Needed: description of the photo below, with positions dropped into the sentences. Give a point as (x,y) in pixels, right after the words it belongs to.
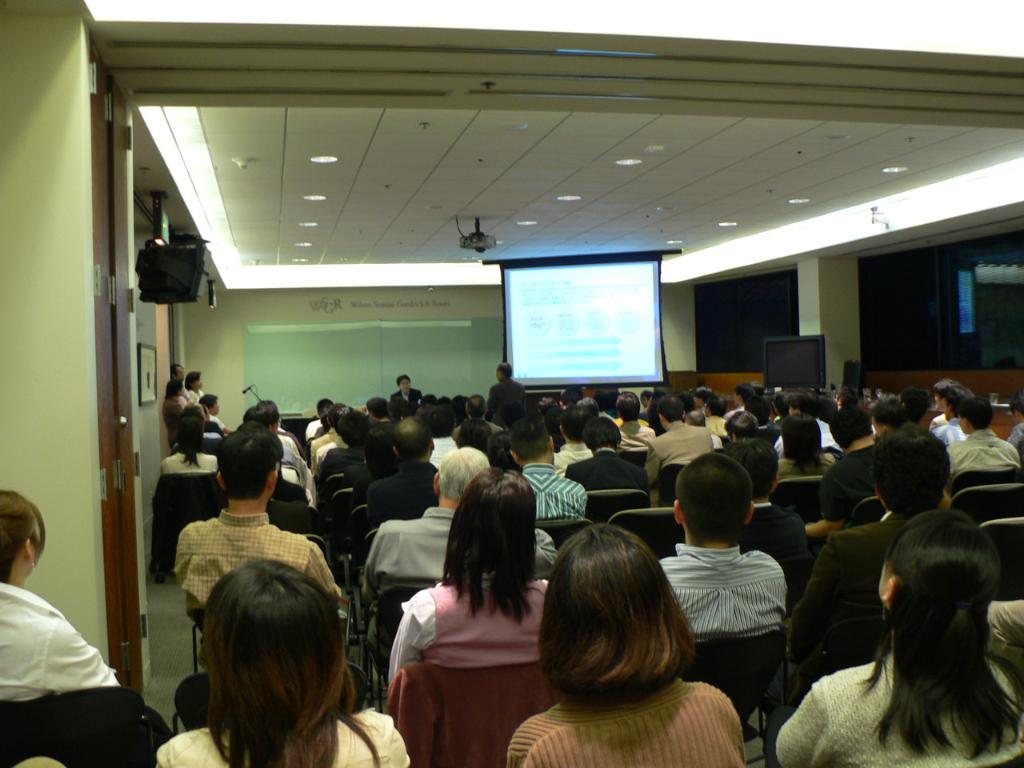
Here people (666,711) are sitting on the chair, this is screen (586,353), this is door (127,435), here there are lights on the roof (624,203).
